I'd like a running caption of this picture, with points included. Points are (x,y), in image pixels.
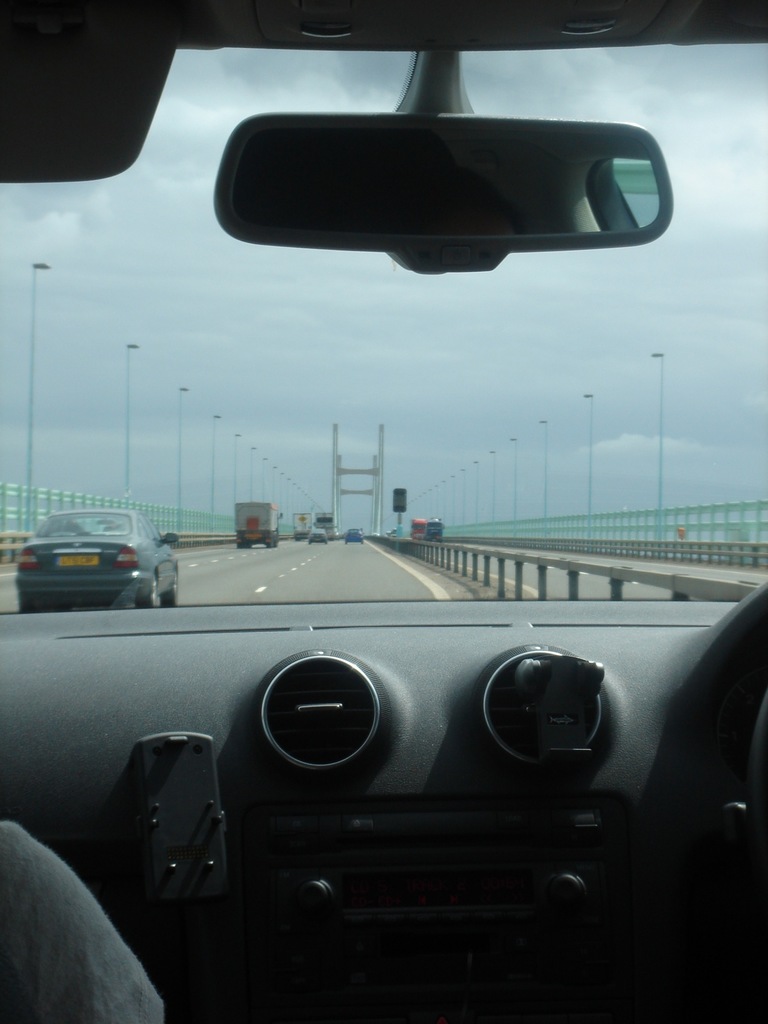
Vehicles (98,581) are on the road (373,564). Beside these vehicles (124,538) there is a fence (739,535) and light poles (31,427). This is a mirror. Sky (489,340) is cloudy.
